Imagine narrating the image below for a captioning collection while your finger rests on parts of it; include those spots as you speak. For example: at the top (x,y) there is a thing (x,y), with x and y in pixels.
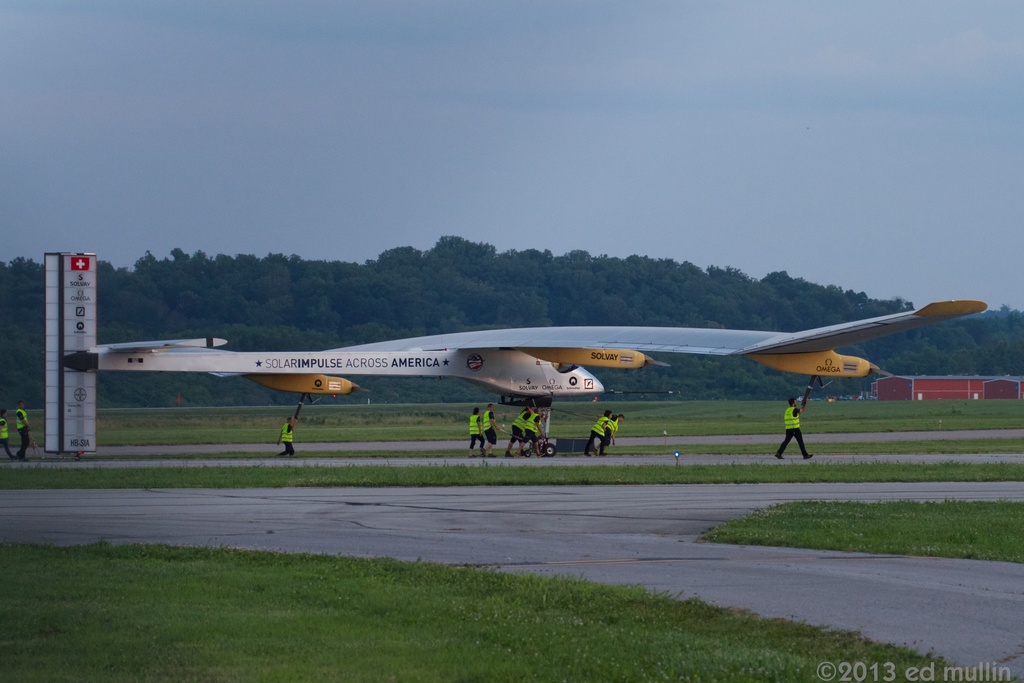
This picture is clicked outside. In the foreground (427,562) we can see the green grass (798,505). In the center (667,338) we can see the group of persons (791,421) and we can see an object (60,366) seems to be an aircraft (647,338). On the left (23,457) we can see the group of persons (1,417) and an object (83,324) which seems to be placed on the ground (176,474). In the background (324,112) we can see the sky (341,99), trees (818,395), shed (905,394) and many other objects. In the bottom right corner (1001,672) we can see the watermark (911,673) on the image.
